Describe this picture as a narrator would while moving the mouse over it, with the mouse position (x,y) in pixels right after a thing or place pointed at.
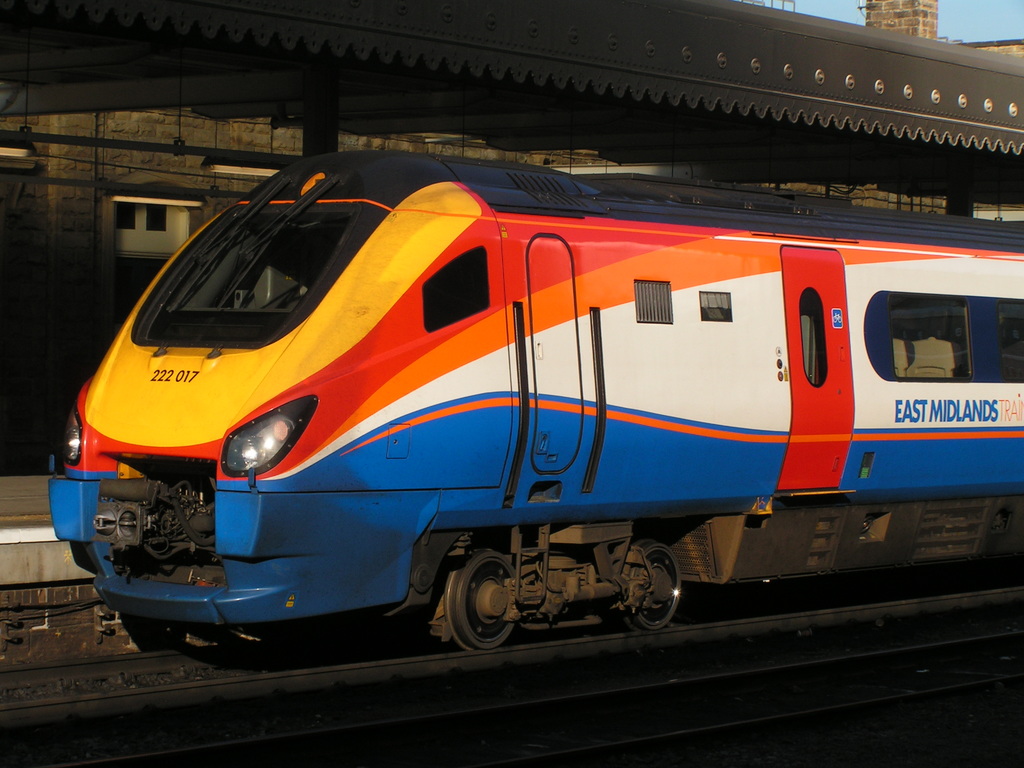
In this image there is a train (124,332) on the tracks (813,674), beside that there is a platform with iron roof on top (610,26).
